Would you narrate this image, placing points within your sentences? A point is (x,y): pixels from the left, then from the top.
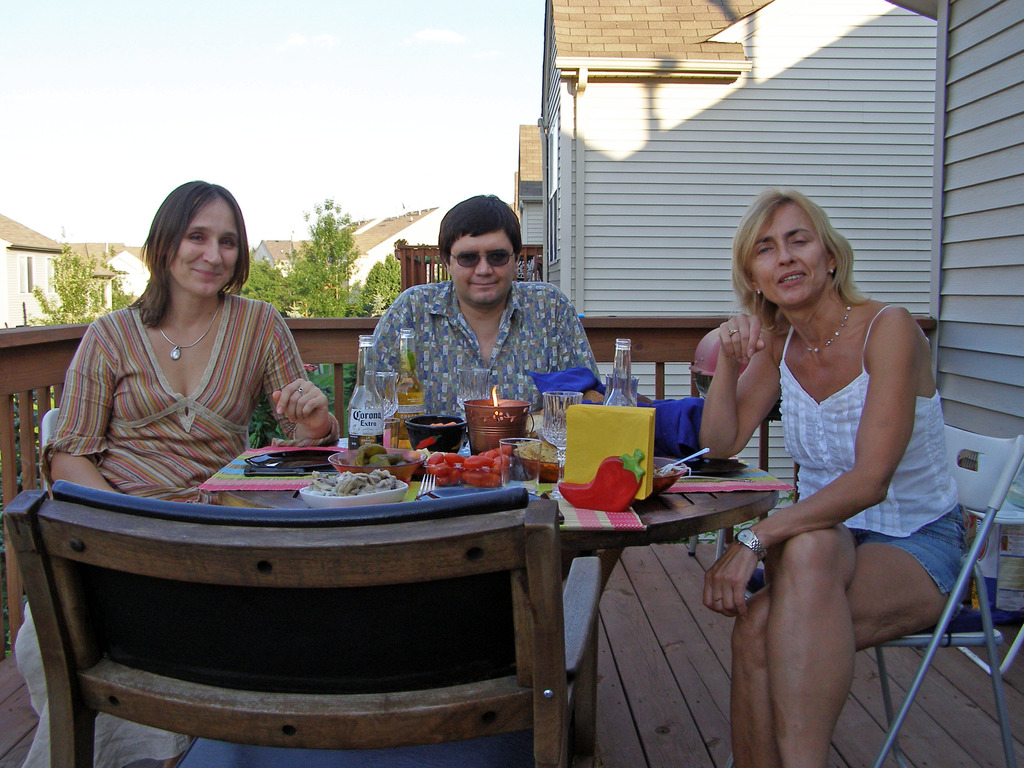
There are 3 people (734,377) sitting on the chair (450,560) at the table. We can see bottles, food items (328,490), plates (360,494) on the table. Behind them there are buildings (691,150), trees (334,254) and sky (84,206).
